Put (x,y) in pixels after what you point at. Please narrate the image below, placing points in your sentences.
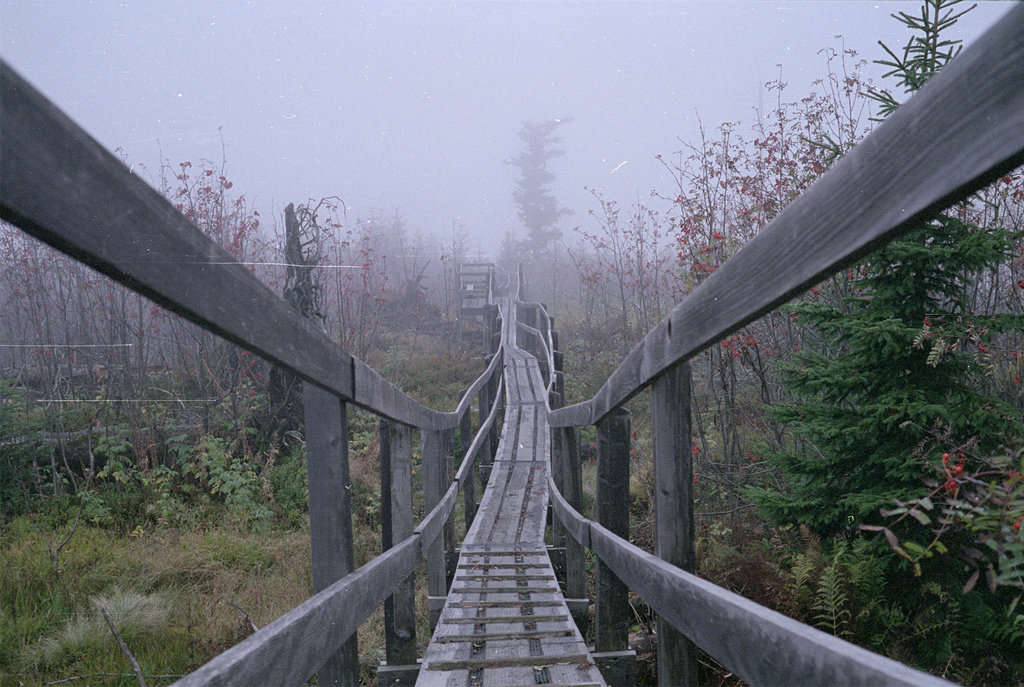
In this image I see a bridge (792,674) and a lot of trees (408,236) and plants (666,271) on the either sides. In the background (569,152) I see the sky (305,111).
